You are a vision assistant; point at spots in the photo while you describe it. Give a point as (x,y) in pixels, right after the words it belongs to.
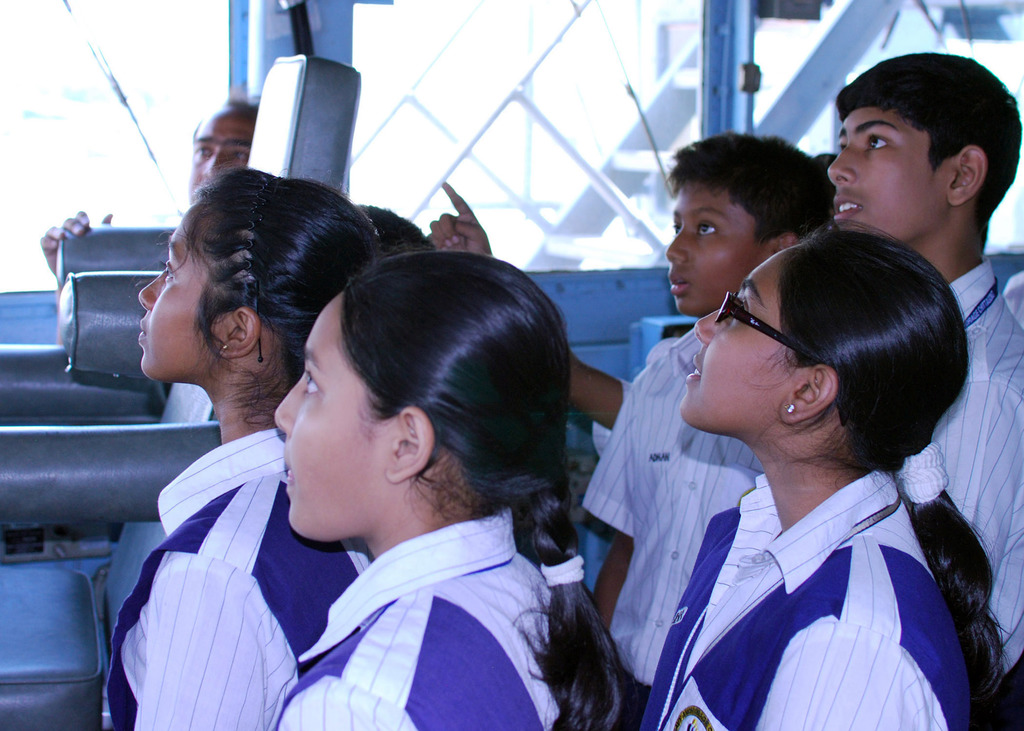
In this picture we can see a group of people (454,352) standing, glass (399,97), spectacle (729,306) and some objects (69,242).
